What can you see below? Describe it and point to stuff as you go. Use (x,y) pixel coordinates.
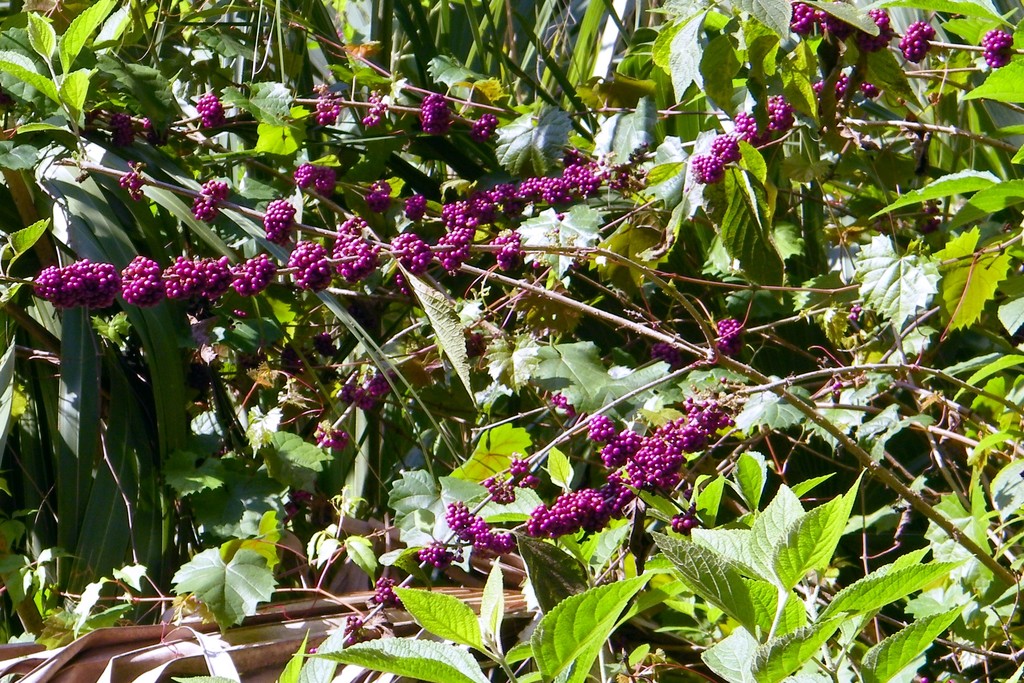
In the picture we can see a group of plants (592,530) to it, we can see some fruit buds (568,526) which are dark pink in color.
